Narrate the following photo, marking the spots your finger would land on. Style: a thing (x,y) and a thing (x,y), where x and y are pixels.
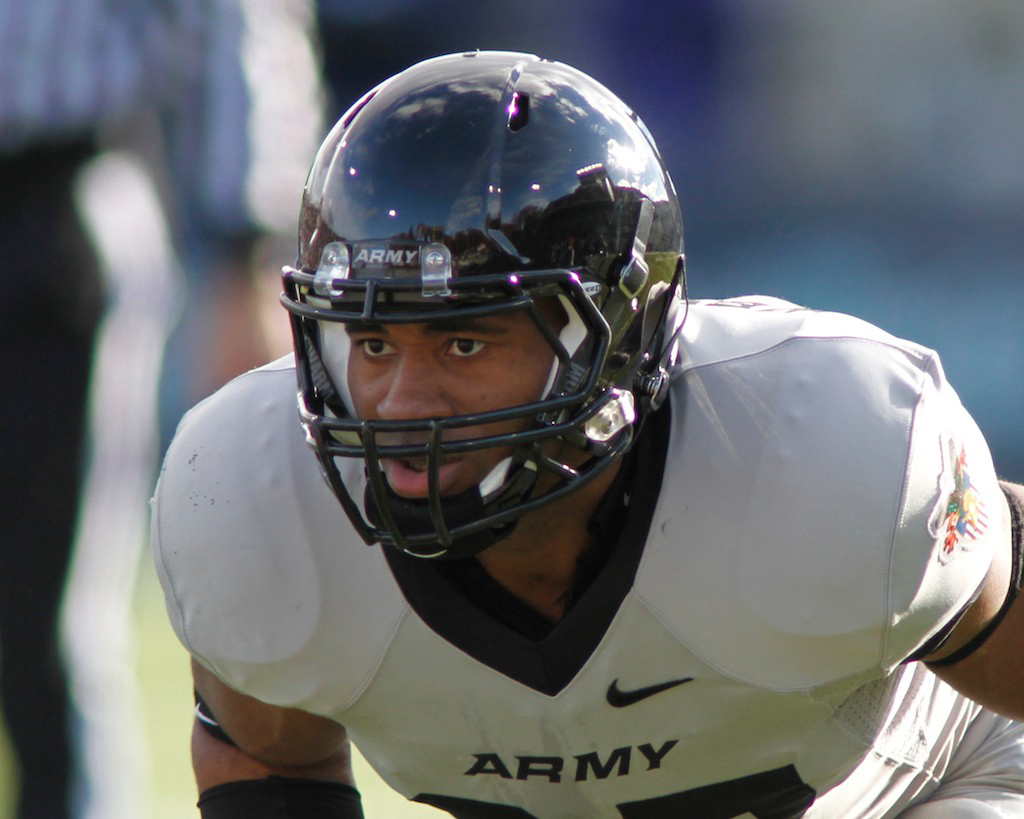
In this image I can see a man (463,576) is wearing a helmet (442,446) and white color clothes (728,570). The background of the image (133,227) is blurred.
